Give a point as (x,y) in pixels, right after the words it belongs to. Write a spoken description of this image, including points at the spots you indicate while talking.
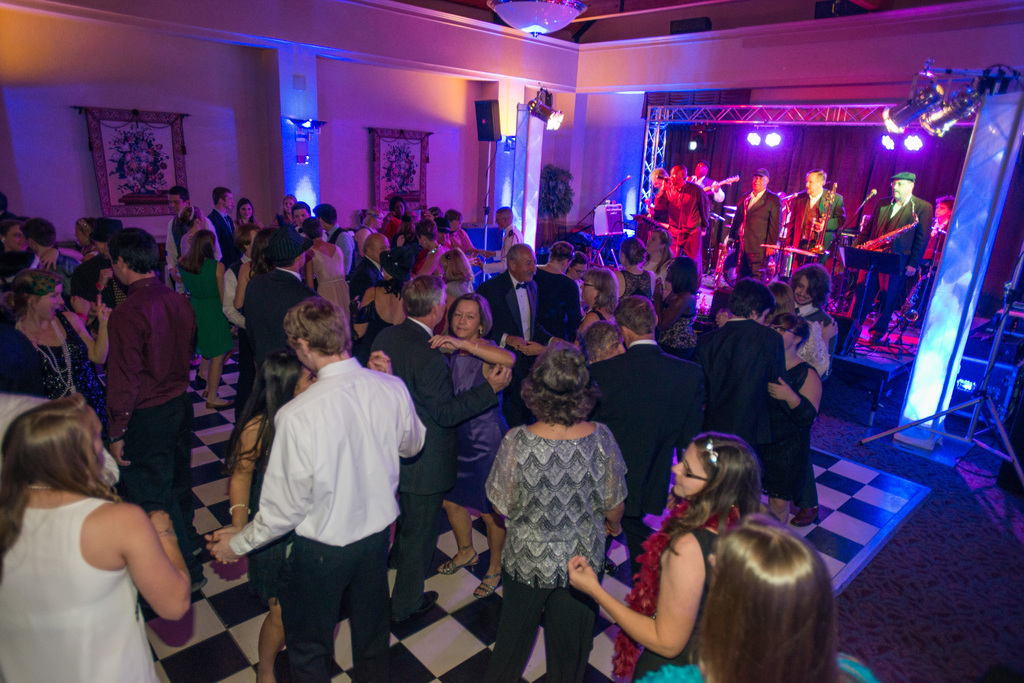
In this image there are group of people (483,291) dancing, in the background (693,228) there are few persons (754,219) playing musical instruments (886,245) and there lights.
